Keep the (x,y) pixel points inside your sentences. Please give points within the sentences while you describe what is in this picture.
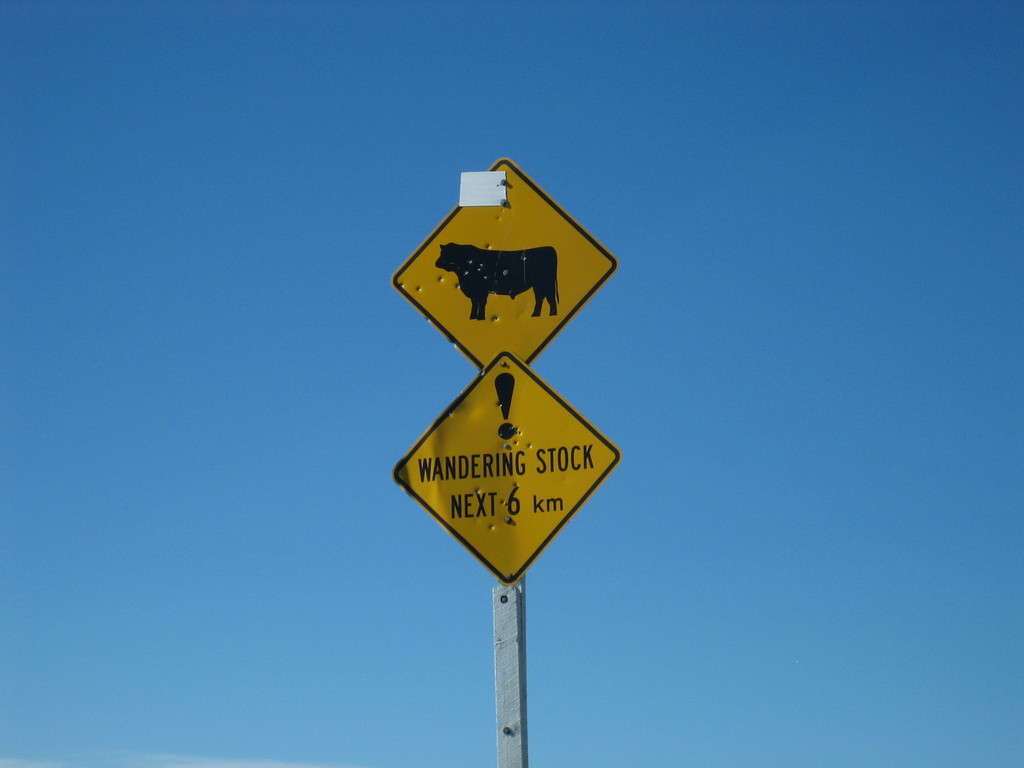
In this image I can see a pole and on it I can see two yellow colour boards (481,498). On one board (490,456) I can see something is written and in the background (655,630) I can see blue colour.
